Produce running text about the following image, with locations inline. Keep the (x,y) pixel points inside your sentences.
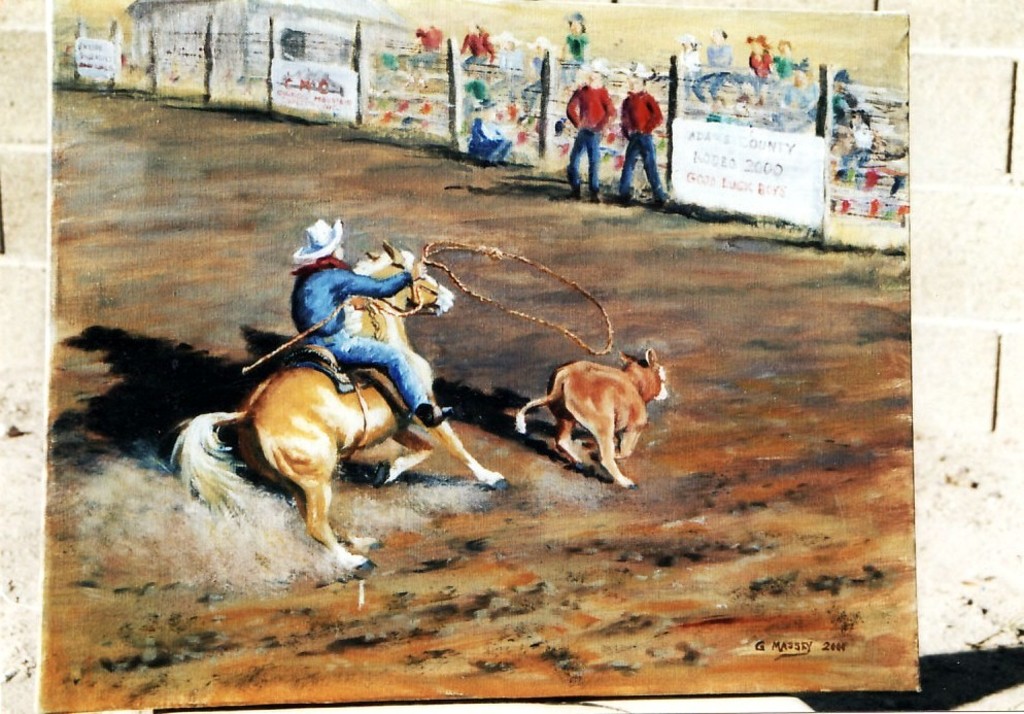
In this image, we can see an art (690,240) contains depiction of persons (481,49) wearing clothes (337,295). There is a person (307,318) in the middle of the image (380,434) riding a horse (328,417) and holding a rope (339,308) with his hand (354,301). There is a fencing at the top of the image (432,81). There is an animal (642,373) in front of the horse (335,406).
